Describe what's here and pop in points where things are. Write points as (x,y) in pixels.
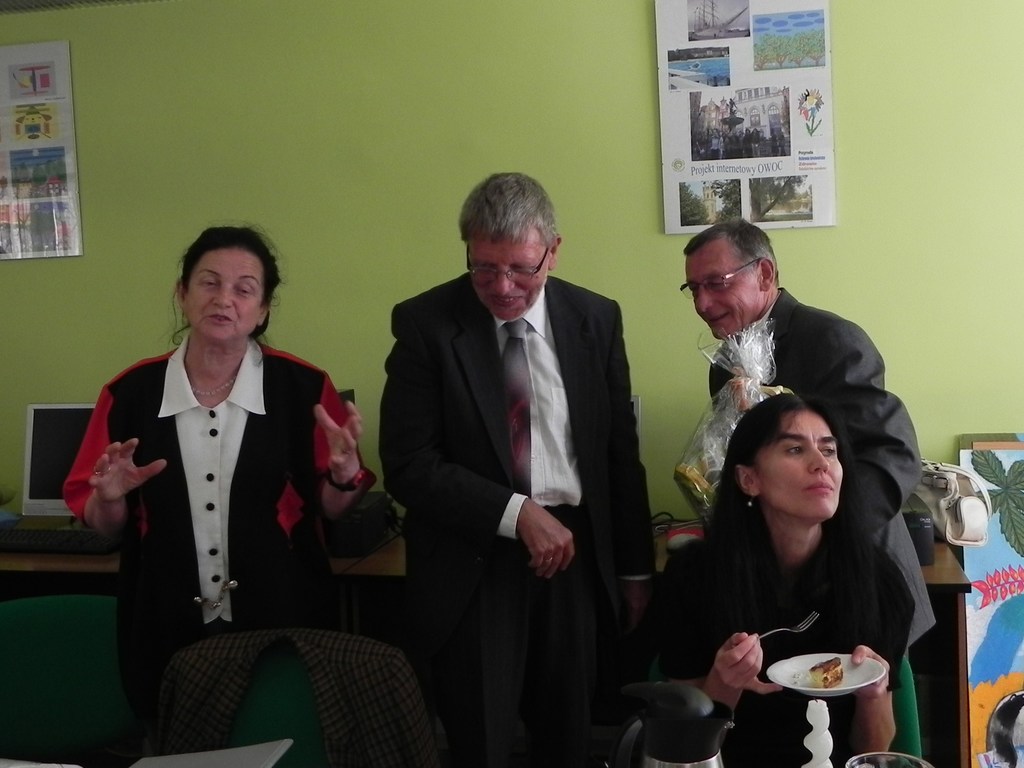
In this picture, we see a woman (285,429) and two men (549,414) are standing. The woman (282,509) is trying to talk something. Three of them are smiling. In front of the picture, we see a woman (786,537) is sitting on the chair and she is holding a fork (797,626) and a plate (869,669) containing the cake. In front of her, we see a jug (661,715) and a glass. Beside her, we see the empty chairs (89,680). Behind them, we see a table (363,560) on which computer (61,418), keyboard (50,536) and other electrical goods (343,515) are placed. On the right side (971,560), we see a board (1002,667) and a white bag (944,506). In the background (367,121), we see a green wall (358,157) on which the posters (29,197) are pasted.
